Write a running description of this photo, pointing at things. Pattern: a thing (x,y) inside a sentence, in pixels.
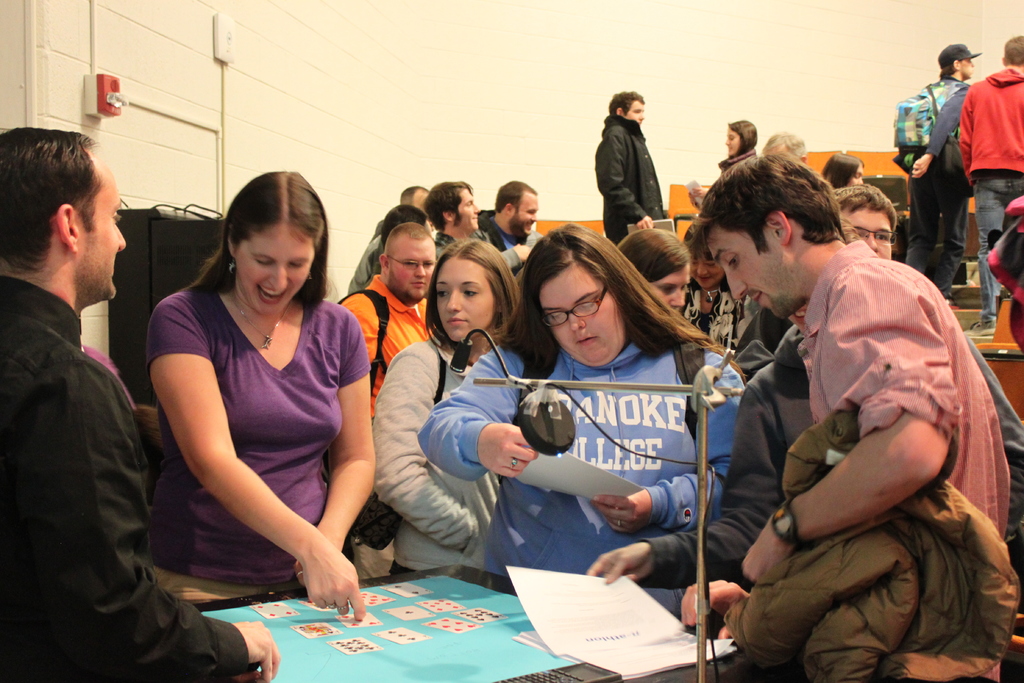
This image is taken indoors. In the background (313,124) there is a wall (594,65) and there is a switchboard (92,108). At the bottom of the image (737,667) there is a table (414,664) with a few cards (419,617) and a few things (655,652) on it. On the left side of the image (71,398) there is a man (82,469). In the middle of the image (380,337) a few people (435,340) are standing. On the right side of the image (883,419) a man (916,450) is standing and he is holding a jacket (808,561) in his hands (770,549). There are a few benches (820,161) and a few people (937,186) are standing.
